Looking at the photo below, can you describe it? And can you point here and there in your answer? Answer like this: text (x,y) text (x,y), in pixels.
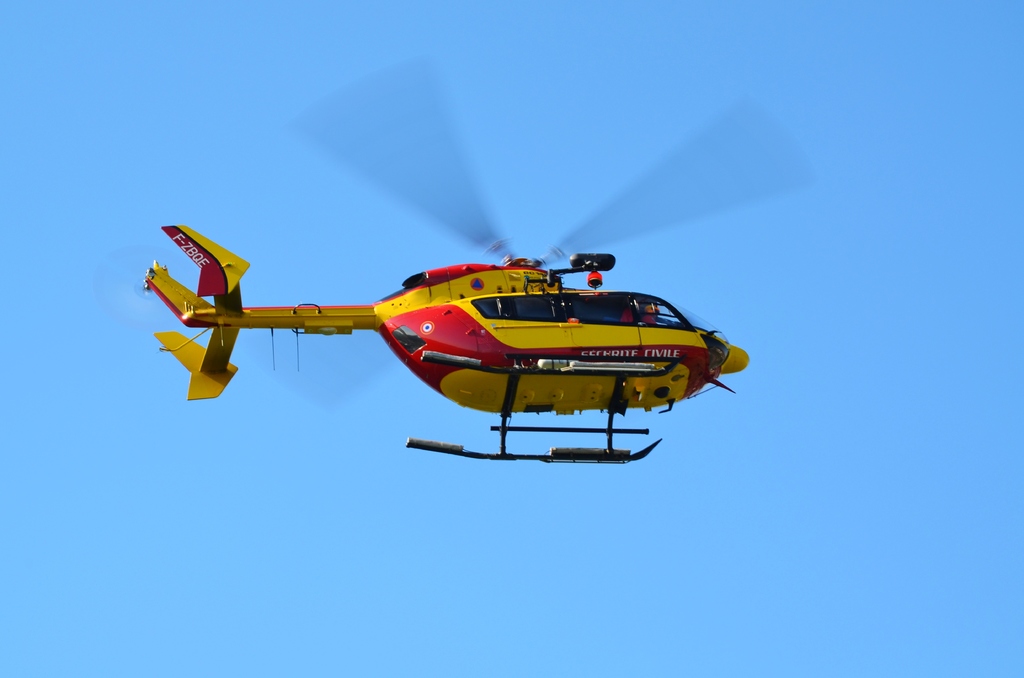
In the center of the image (424,362) we can see a helicopter (626,341) flying in the sky (610,506).
